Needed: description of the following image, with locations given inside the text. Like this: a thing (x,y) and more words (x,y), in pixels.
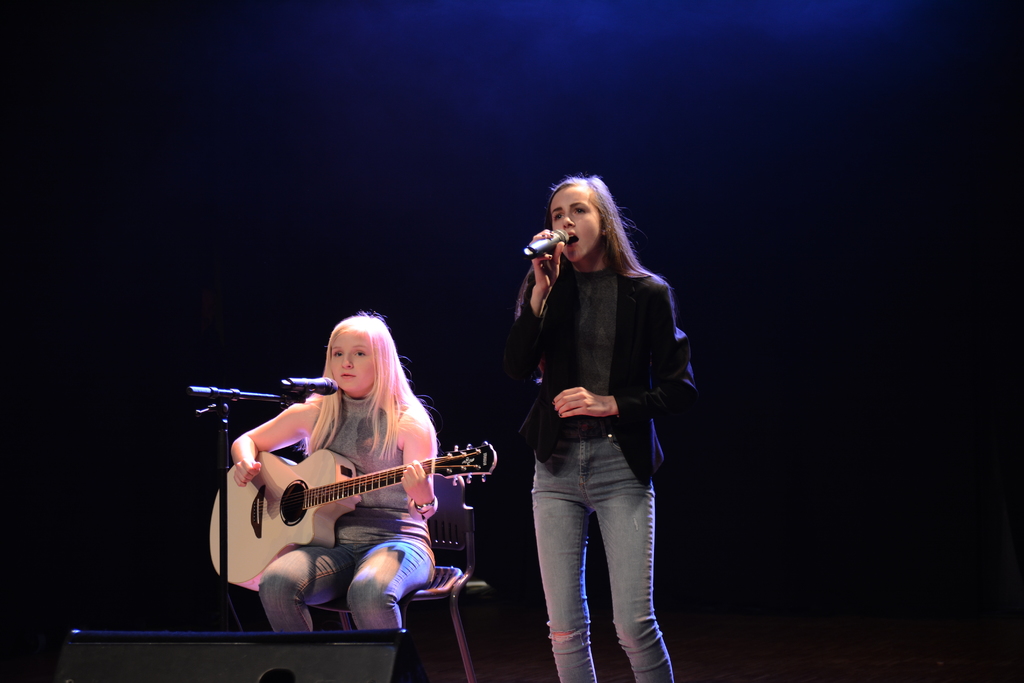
Background (842,277) is dark. We can see a girl (379,400) sitting on a chair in front of a mike (321,390) and playing guitar (338,515). Aside to this girl (335,556) we can see other girl (565,199) standing, holding a mike (558,237) in her hand (543,301) and singing.
